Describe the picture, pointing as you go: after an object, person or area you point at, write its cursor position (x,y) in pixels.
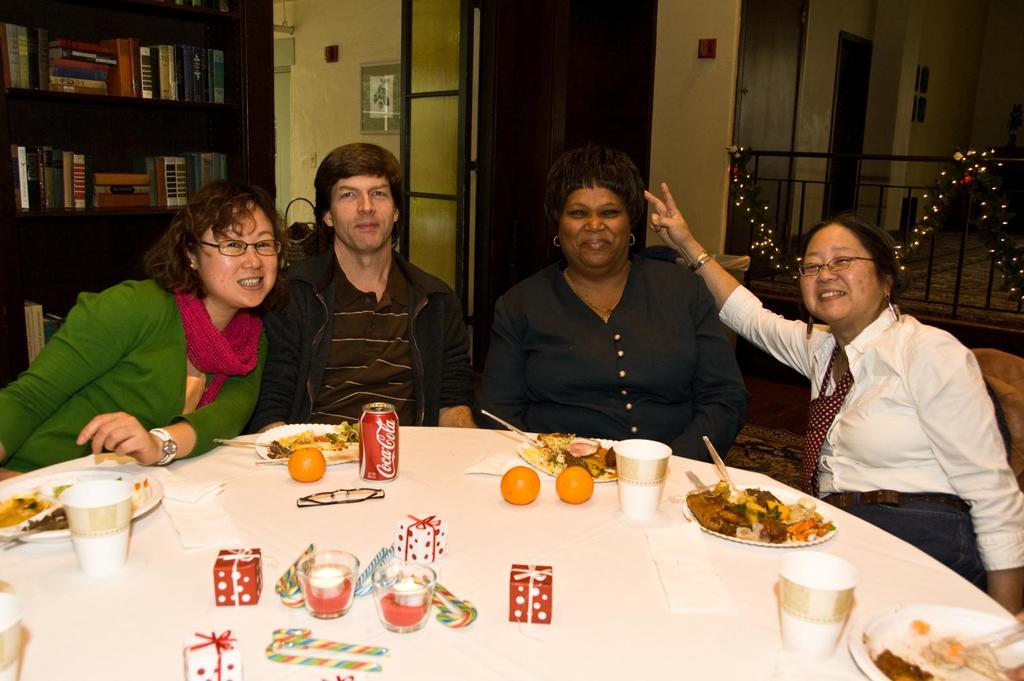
These person (893,502) are sitting on the chairs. We can see plates (30,486), food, cups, fruits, tin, spectacle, boxes (409,529), glasses (392,616) on the table (535,542). On the background (615,31) we can see wall (326,25), door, shelves (267,79) with the books (76,85).
